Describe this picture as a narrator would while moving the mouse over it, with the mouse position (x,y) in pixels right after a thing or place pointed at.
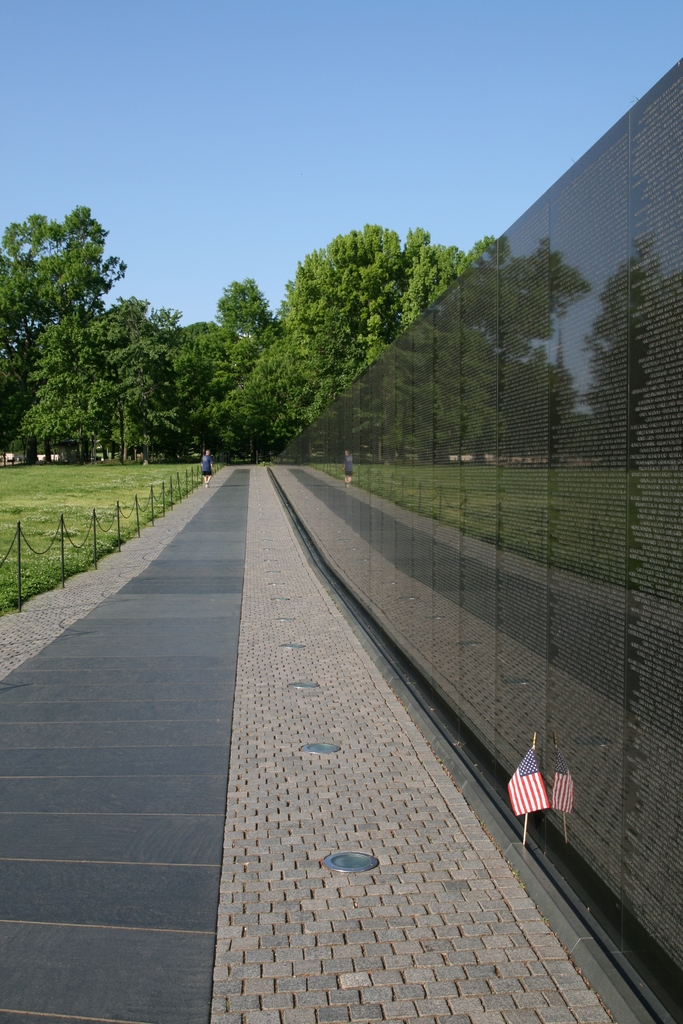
In this image we can see there are some trees (142,403), poles (19,552), grass (38,558), flag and a person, on the right side of the image (651,516) it looks like a wall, in the background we can see the sky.
